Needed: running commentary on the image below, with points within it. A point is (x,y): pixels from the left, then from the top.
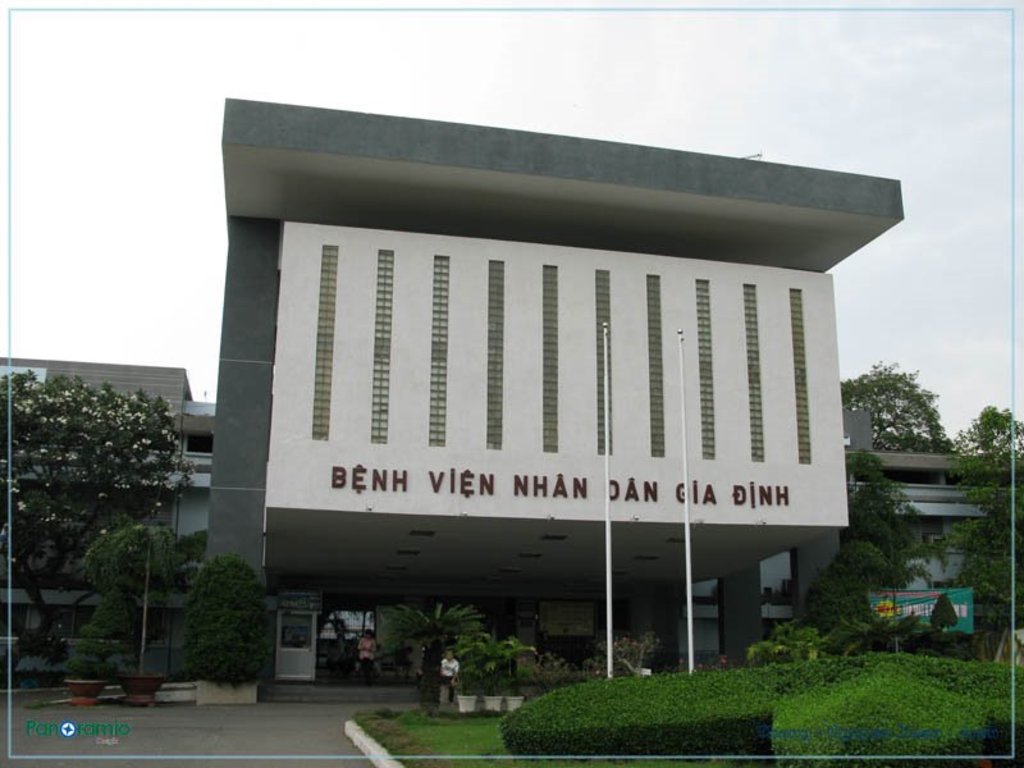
There are plants (833,765) and trees (105,548) are present at the bottom of this image (108,644). We can see buildings (187,521) in the middle of this image (459,485). The sky (159,118) is in the background (151,213).
